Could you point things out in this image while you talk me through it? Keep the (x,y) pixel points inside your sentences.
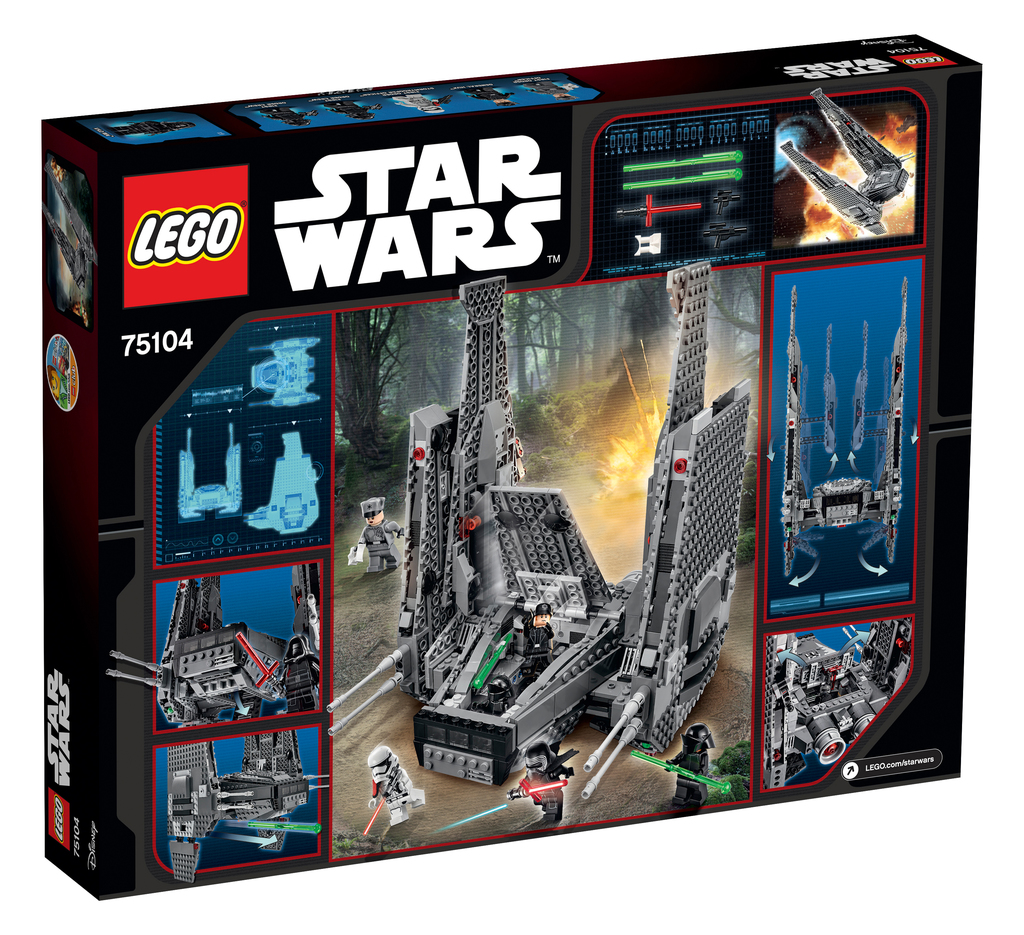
In the picture I can see a box (433,474) which has pictures (442,588) of toys (438,668) and some other things (598,427). I can also see something written on the box (237,192). The background of the image is white in color.
